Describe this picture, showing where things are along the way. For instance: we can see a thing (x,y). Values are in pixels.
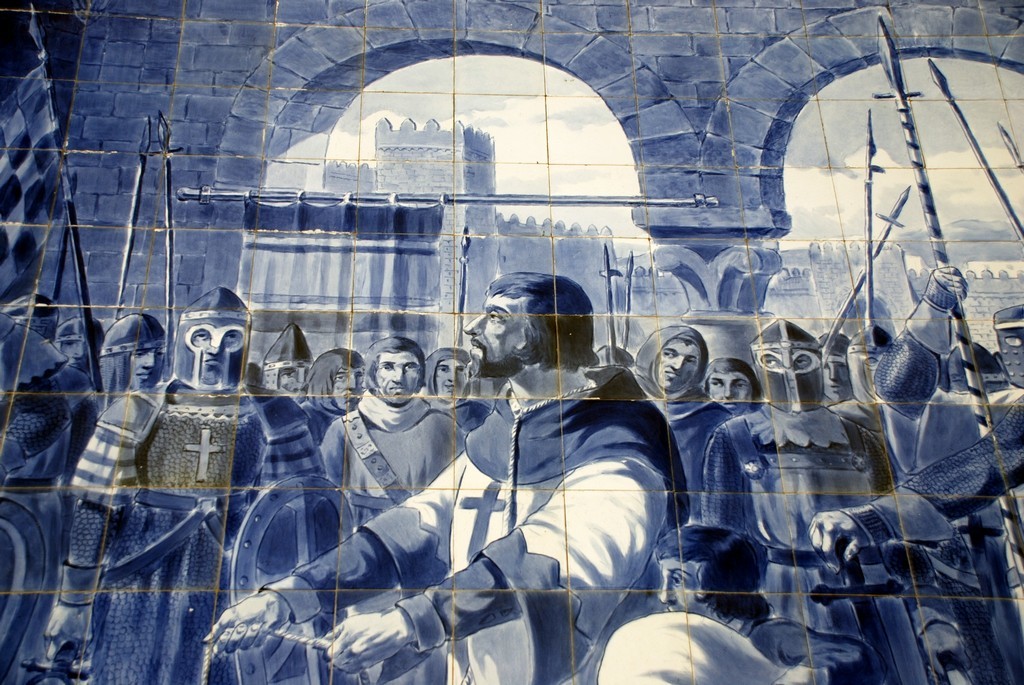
This looks like a painting (363,192) on the wall (680,105). I can see group of people (537,374) standing. Among them few of them are holding weapons (871,280) in their hands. This is the flag (21,201) hanging to the pole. I can see the arch (806,89). In the background (438,165), that looks like a fort (854,266).
